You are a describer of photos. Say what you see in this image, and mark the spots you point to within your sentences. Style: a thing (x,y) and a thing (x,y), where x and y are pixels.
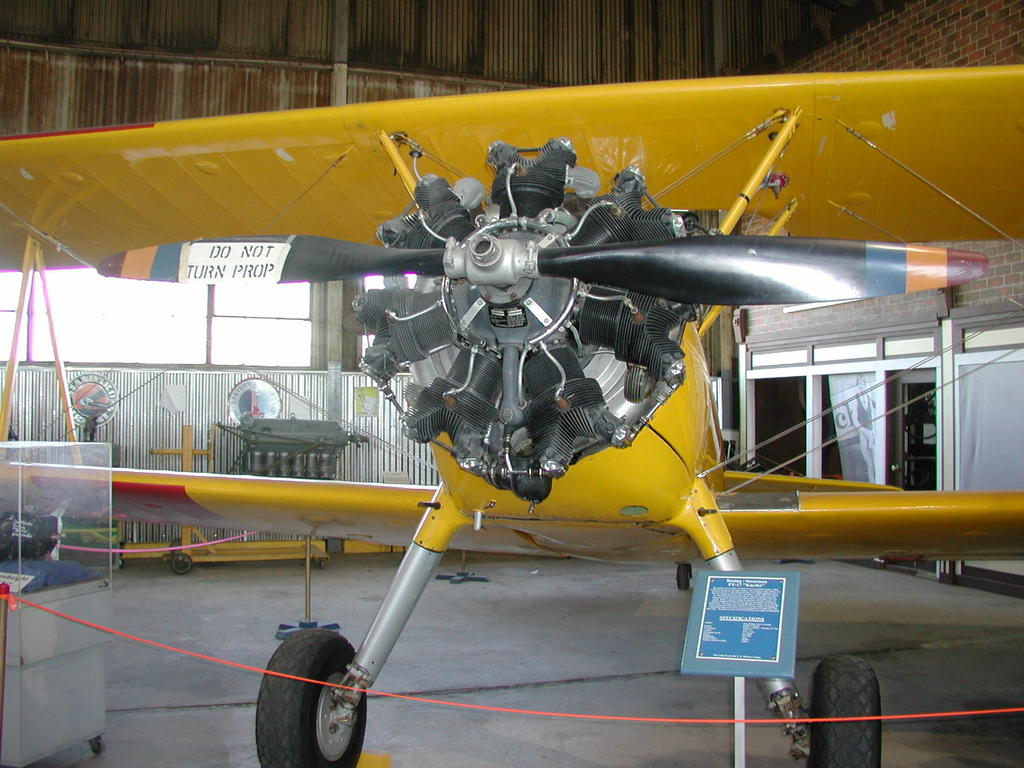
In the foreground of the picture (501,409) there is an aircraft (515,551) and a board (736,640). On the left (46,532) there is a glass object (67,484). Towards right (883,399) there are door (902,386), wall (944,392) and curtain (860,391). Towards left (200,349) there are windows (124,339) and other objects (312,420). At the top (449,70) it is wall (615,30).
